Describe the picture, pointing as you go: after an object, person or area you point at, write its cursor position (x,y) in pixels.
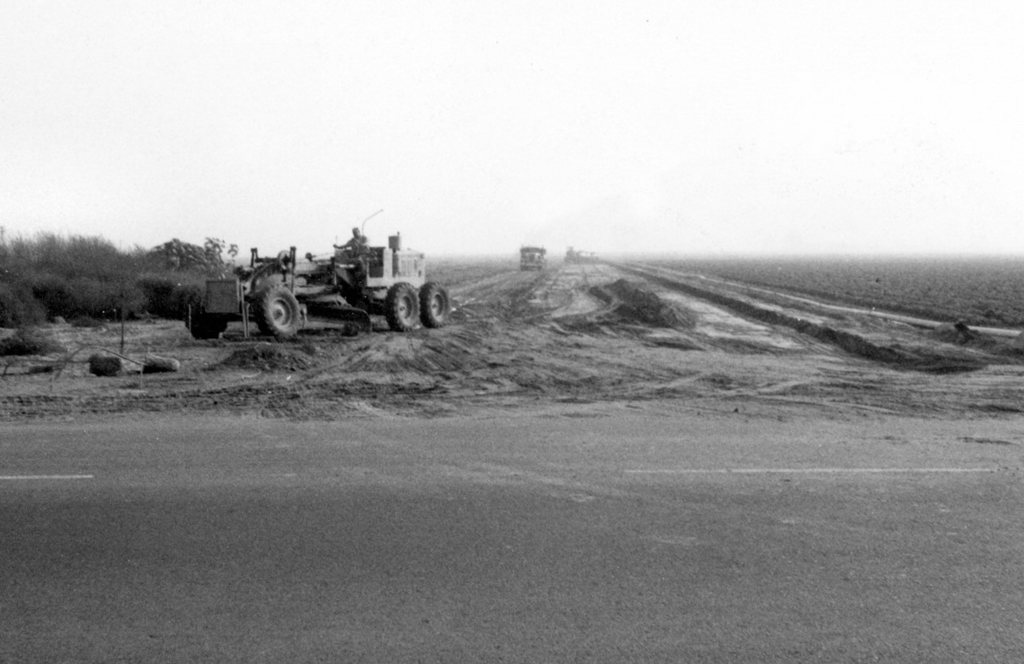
This is a black and white pic and on the left side (28,288) there are trees (103,282) and there is a person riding a vehicle (300,267) on the road (455,305). In the background (78,233) there are two vehicles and sky (438,116).
